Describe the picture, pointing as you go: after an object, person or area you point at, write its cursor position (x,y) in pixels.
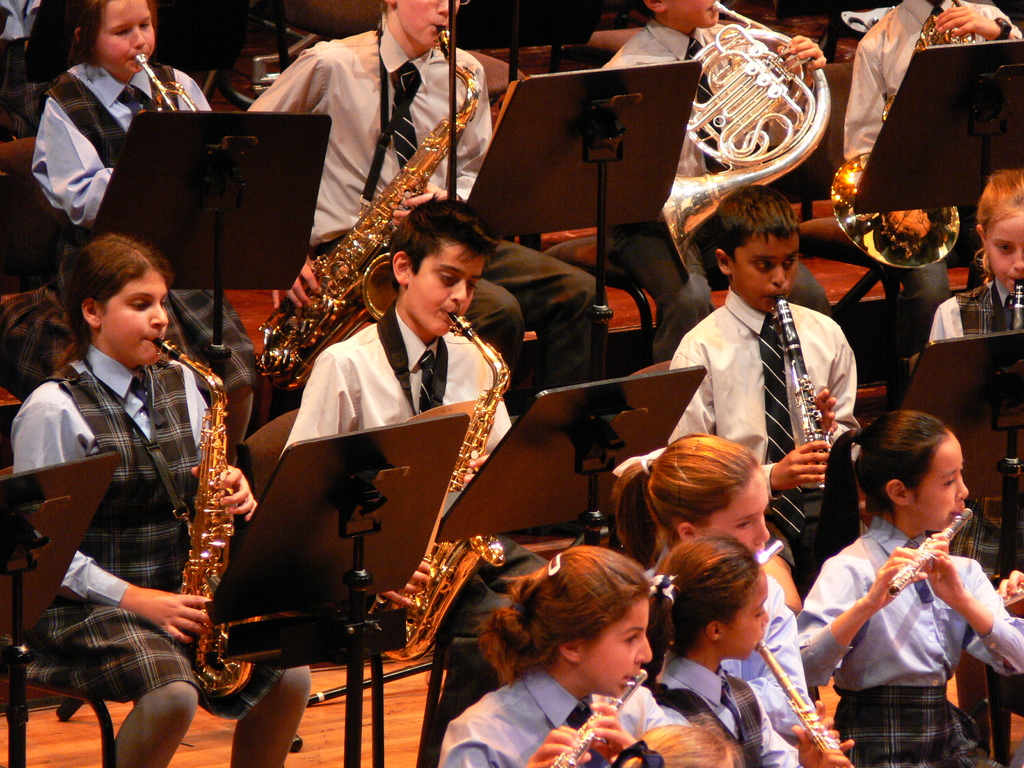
In this image we can see students (630,599) are playing different type of musical instrument (203,475) by seeing musical notepad (522,476).
